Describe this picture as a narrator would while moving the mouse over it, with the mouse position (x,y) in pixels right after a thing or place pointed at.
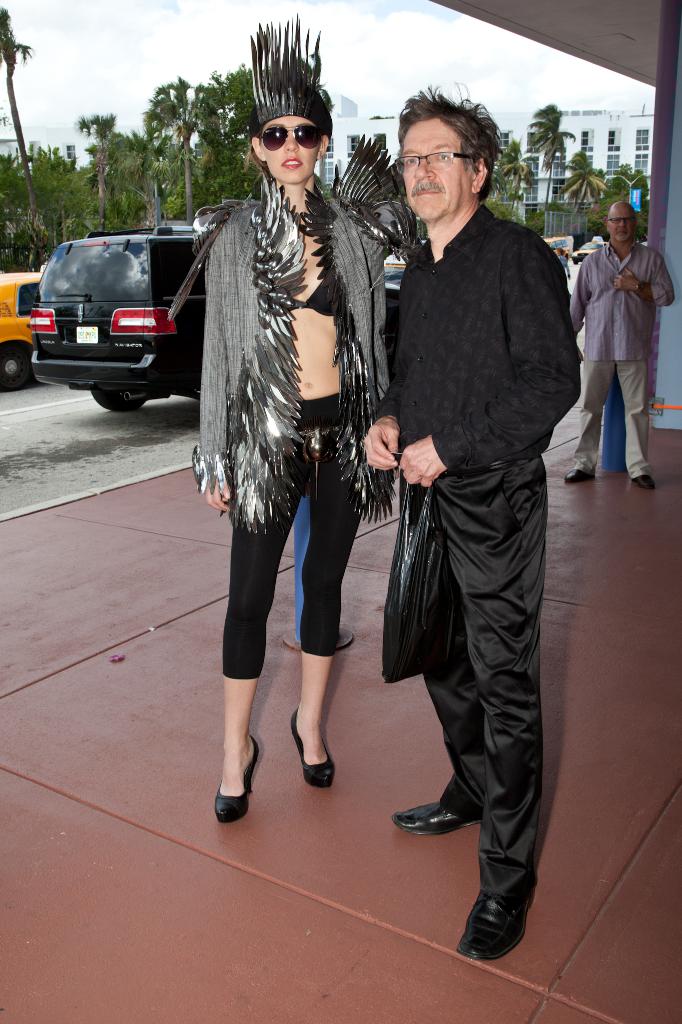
In this image we can see a man (424,465) is standing on the floor (340,844) and holding a cover (413,615) in his hand (389,447) and beside him there is a woman (241,595). In the background (34,307) we can see few persons (625,327), vehicles (13,276) on the road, trees (40,200), buildings (507,131), windows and clouds (524,64) in the sky (311,12).
